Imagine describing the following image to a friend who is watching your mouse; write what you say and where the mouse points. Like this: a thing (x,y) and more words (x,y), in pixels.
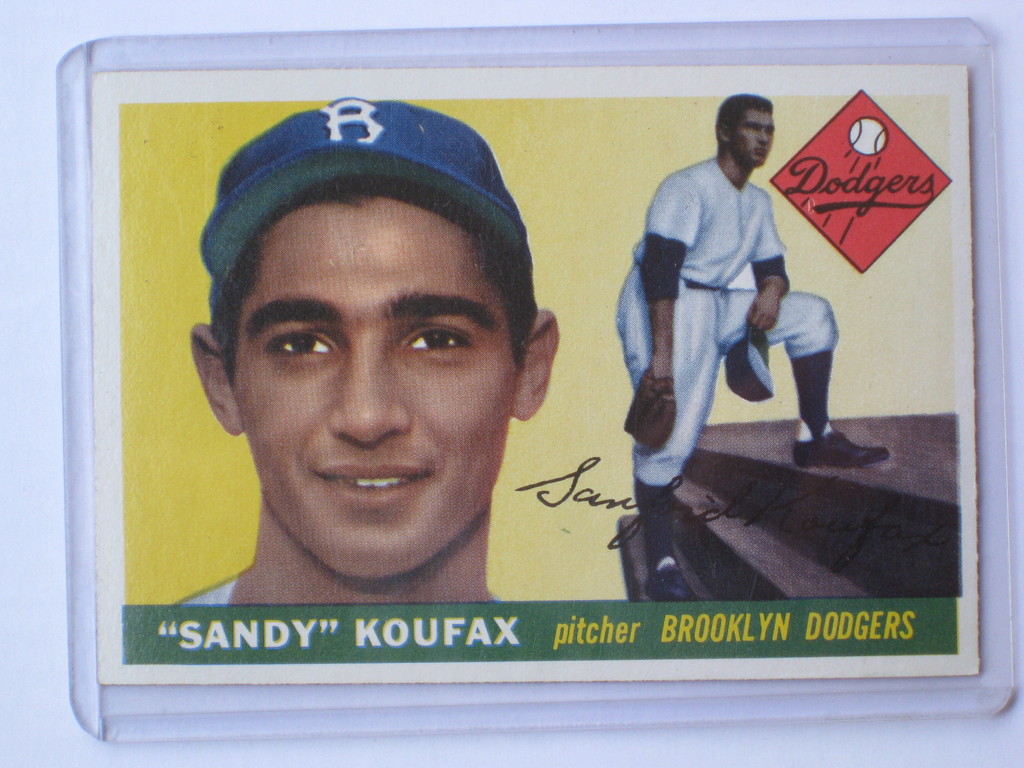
It is an edited image. In this image there is a depiction of persons (509,418) and there is some text (609,549) on the image. In the background of the image (608,212) there is a wall (616,182).
